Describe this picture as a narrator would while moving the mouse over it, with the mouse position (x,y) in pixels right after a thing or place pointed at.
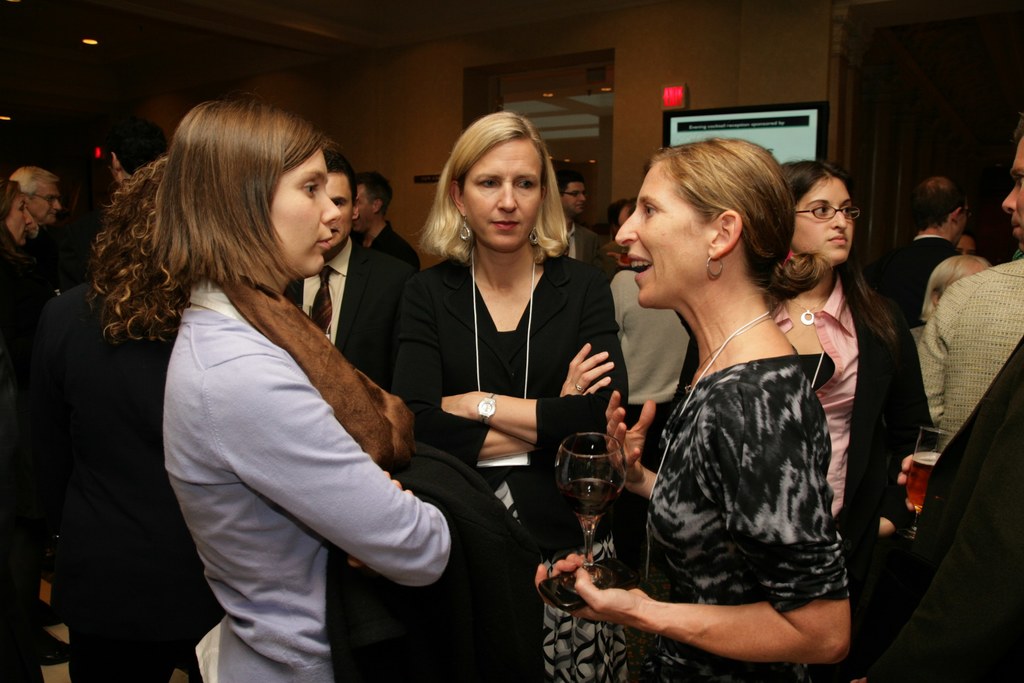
In this image there are group of persons (371,327) standing and holding glass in their hands (907,465). In the background (331,119) there is wall (716,66) and on the wall (716,66) there is an object (673,91) which is red in colour and in front of the wall (753,93) there is a monitor (749,127) and on the top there are lights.
